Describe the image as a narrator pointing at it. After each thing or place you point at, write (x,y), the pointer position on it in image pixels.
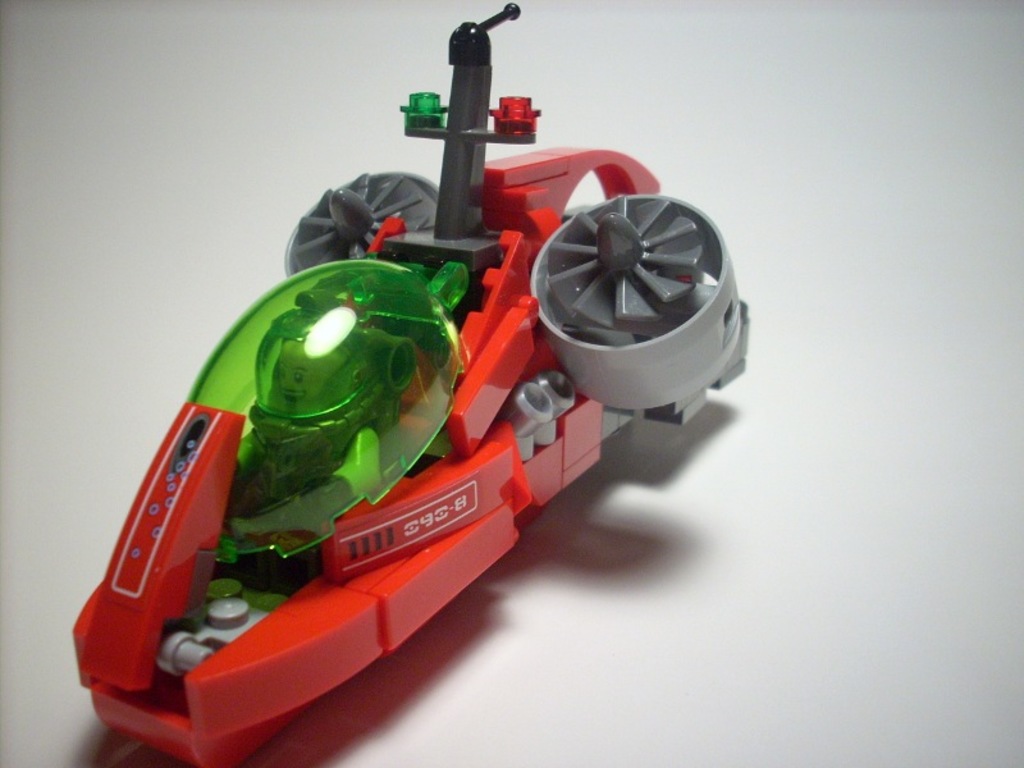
In this image, we can see a red toy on the white surface (621,612).
